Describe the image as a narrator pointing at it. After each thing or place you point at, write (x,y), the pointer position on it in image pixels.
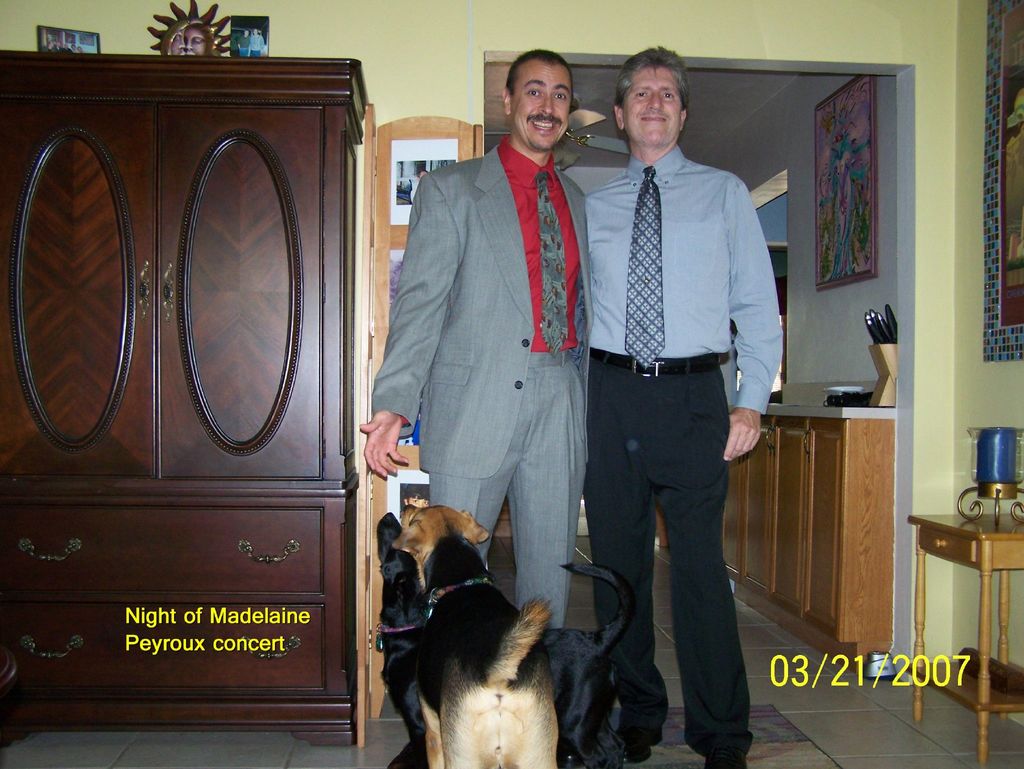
In this image we can see two persons (723,646) and dogs (440,627) in front of them, there is a cupboard (182,344) with some objects (235,45), there is an object (409,446) with some pictures (399,256) behind the person (412,280) on the left side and there is a table (975,553) with an object (1012,439), picture frames (874,197) to the wall (899,213) and there are few cupboards (877,486) and objects (841,392) on the right side of the image (819,394) and there is a fan (588,120) to the ceiling (772,80) in the background (619,137).
